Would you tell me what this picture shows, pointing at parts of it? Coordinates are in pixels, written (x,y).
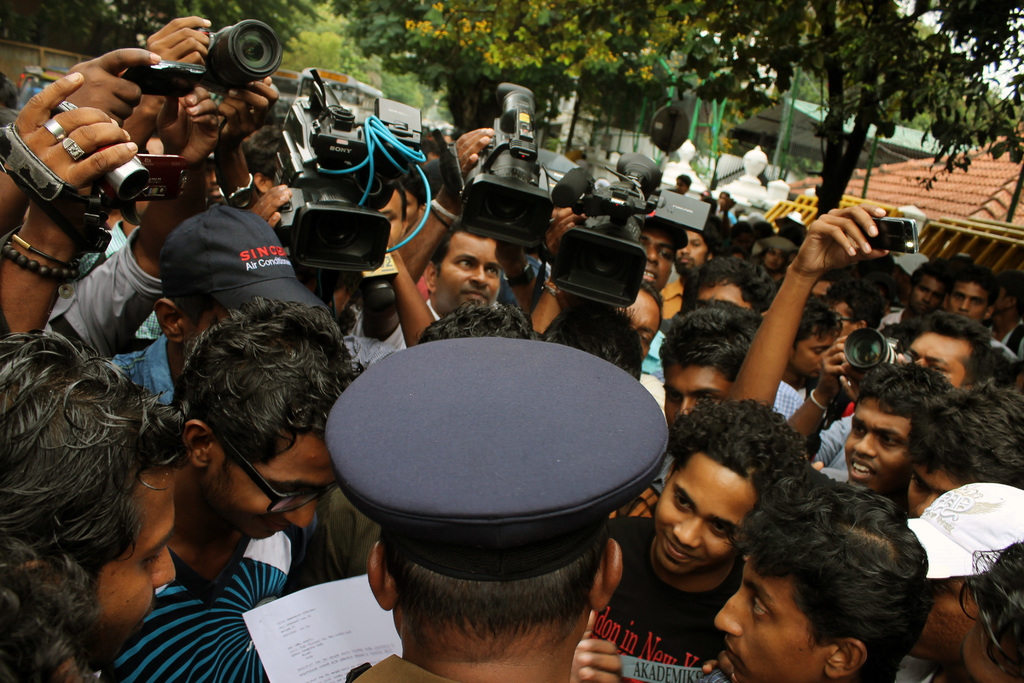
People (389,386) are standing holding cameras (527,175), in the back there are trees (743,100) and house (979,213).
